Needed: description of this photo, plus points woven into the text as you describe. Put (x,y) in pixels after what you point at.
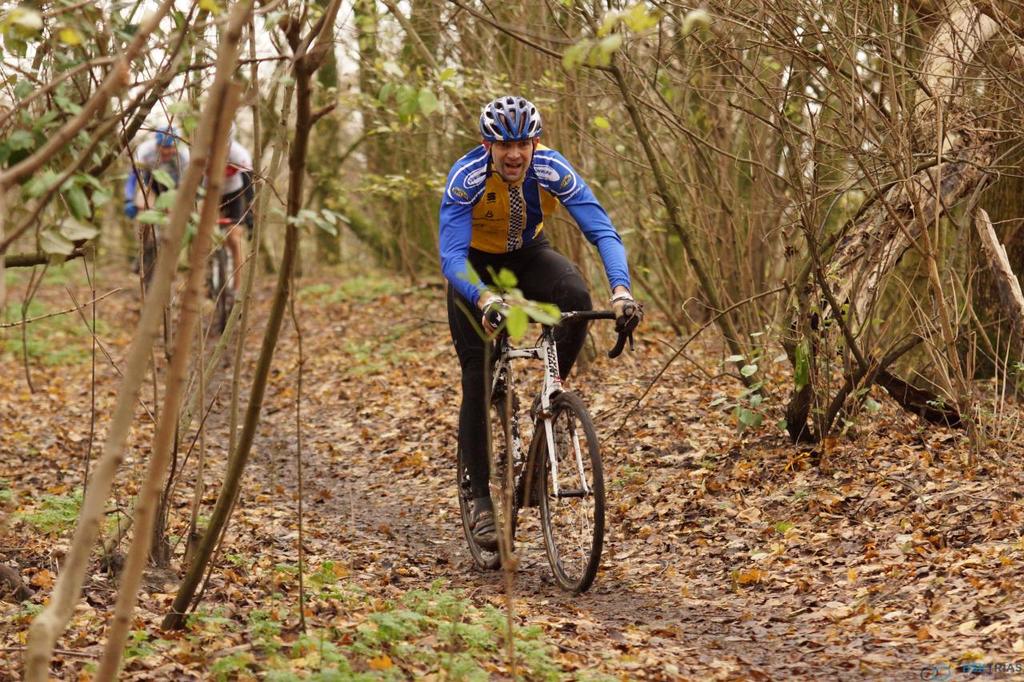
In the picture there are few people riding bikes (542,486) and around them there are many dry leaves (289,577) on the ground (638,360) and also many trees (1,103).
